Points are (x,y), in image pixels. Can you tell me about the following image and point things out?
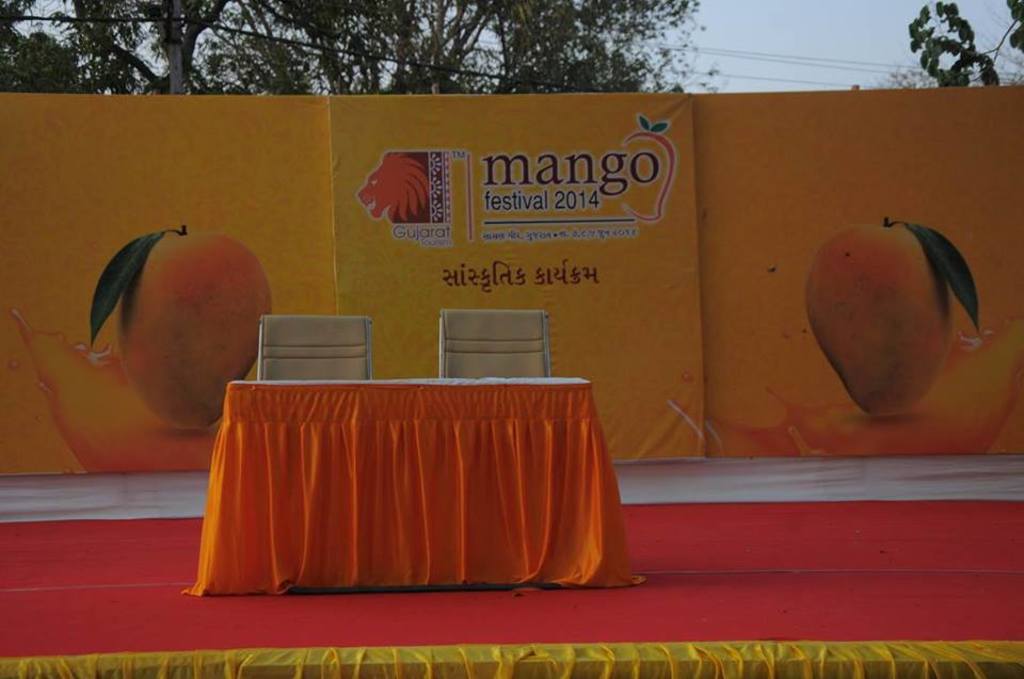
In this image I can see the stage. On the stage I can see the table (414,401) and the chairs (448,361). The table (416,414) is covered with white and orange color cloth (377,393). And there is a board (274,201) in the back (495,198). In the background (375,39) there are trees (502,37) and the sky (699,25).
